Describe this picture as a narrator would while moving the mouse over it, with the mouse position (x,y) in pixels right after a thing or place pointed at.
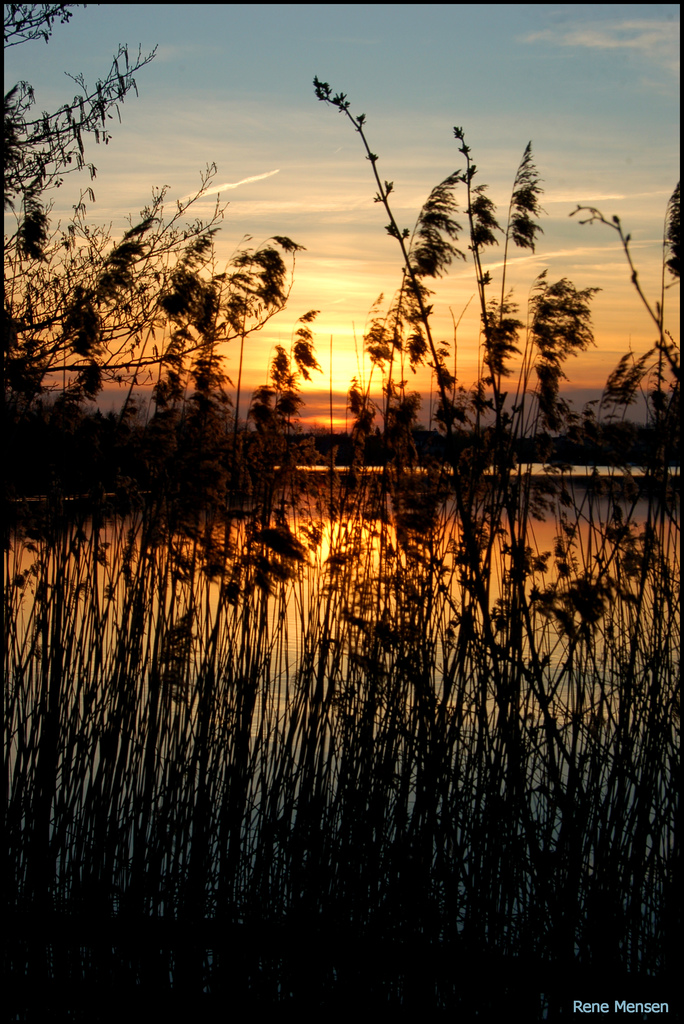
On the bottom right (620,1004), there is a watermark (658,1004). At the bottom of this image (338,772), there are plants (331,561). In the background (554,526), there is water (547,532), there are trees (97,474) and there are clouds (571,276) and a sun (329,388) in the sky (320,328).
